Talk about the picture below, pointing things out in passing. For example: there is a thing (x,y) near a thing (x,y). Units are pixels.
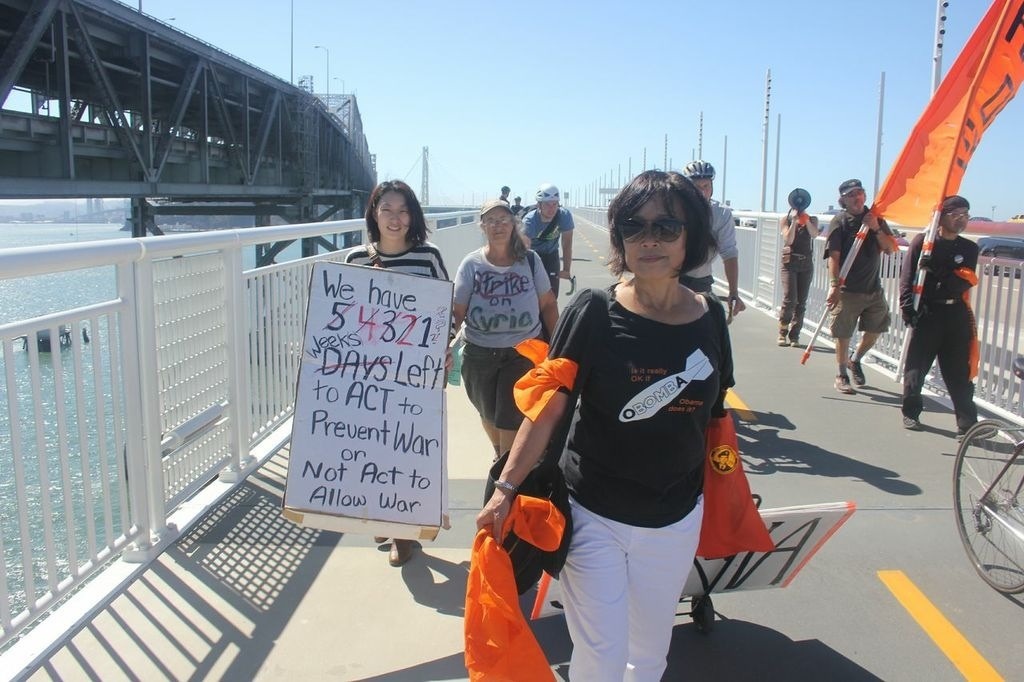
In this image we can see people (613,396) standing on the bridge (844,467) and some of them are holding flags (1006,17). The lady (385,265) standing on the left (338,368) is holding a board (378,357). In the background (587,144) there is water (80,237), poles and sky (676,136). On the right (1003,475) there is a bicycle (1003,475). On the left (180,151) we can see a bridge (174,150).
